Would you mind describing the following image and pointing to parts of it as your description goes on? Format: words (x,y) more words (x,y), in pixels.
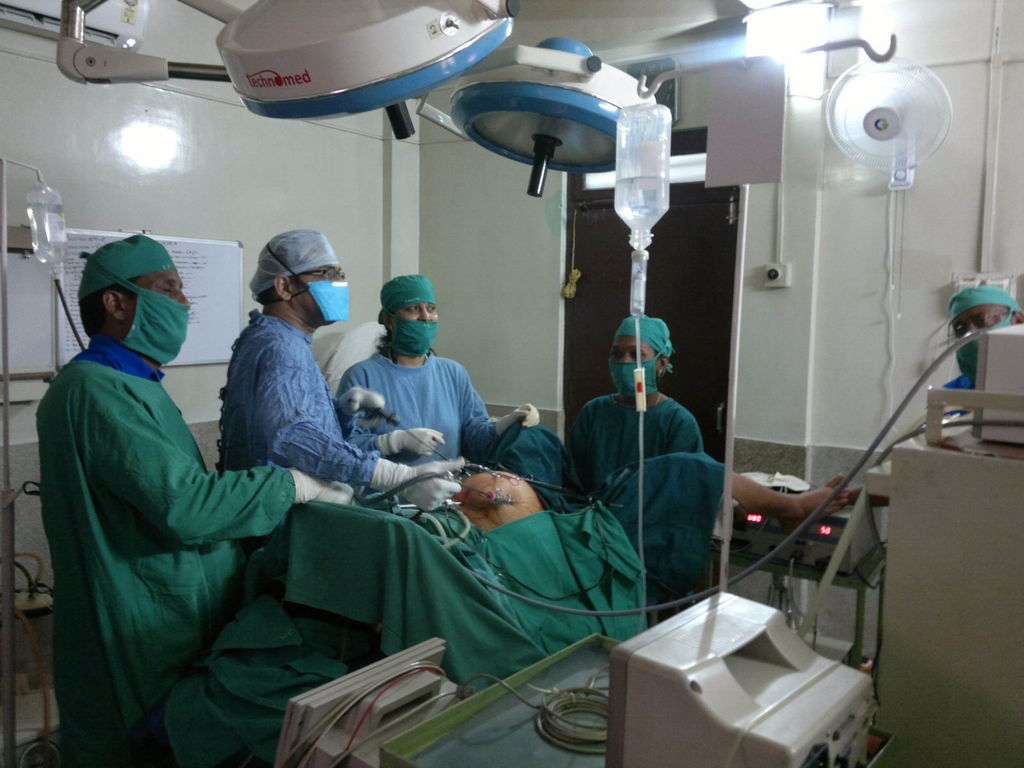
This image is taken in a operation theater (520,355). There are few persons (149,547) wearing masks (349,310) and caps (112,268) are standing near a person (481,512). He is lying on the bed (564,598). He is covered with a cloth (483,606). There are few monitors (666,674) and devices (660,692) on the tables (436,756). Right side (883,114) there is a fan (887,101) and few lights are attached to the wall (941,286). There is a saline bottle (653,157) hanged to the stand (713,71). Top of image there are few lights (301,36). Behind there is a air conditioner (104,35) attached to the wall (25,57). Left side (37,213) there is a saline bottle (49,239) hanged to the stand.
